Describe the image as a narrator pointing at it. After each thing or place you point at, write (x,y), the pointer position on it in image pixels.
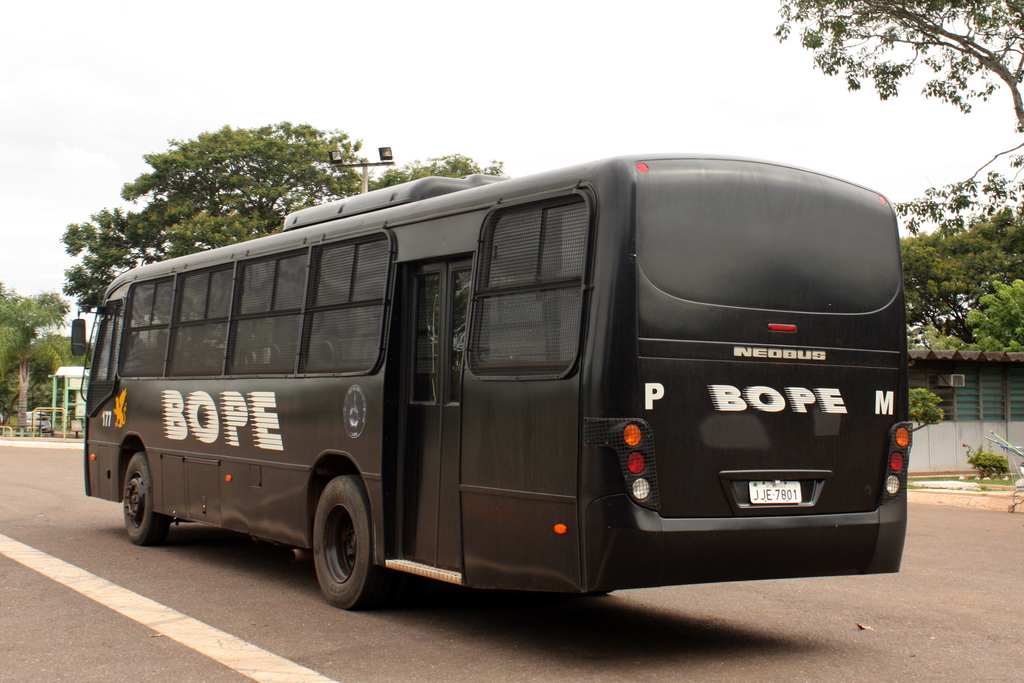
In this image we can see a black color bus (401,558) on the road (671,626). In the background of the image (996,291) there are trees (296,191) and sky (435,82).
